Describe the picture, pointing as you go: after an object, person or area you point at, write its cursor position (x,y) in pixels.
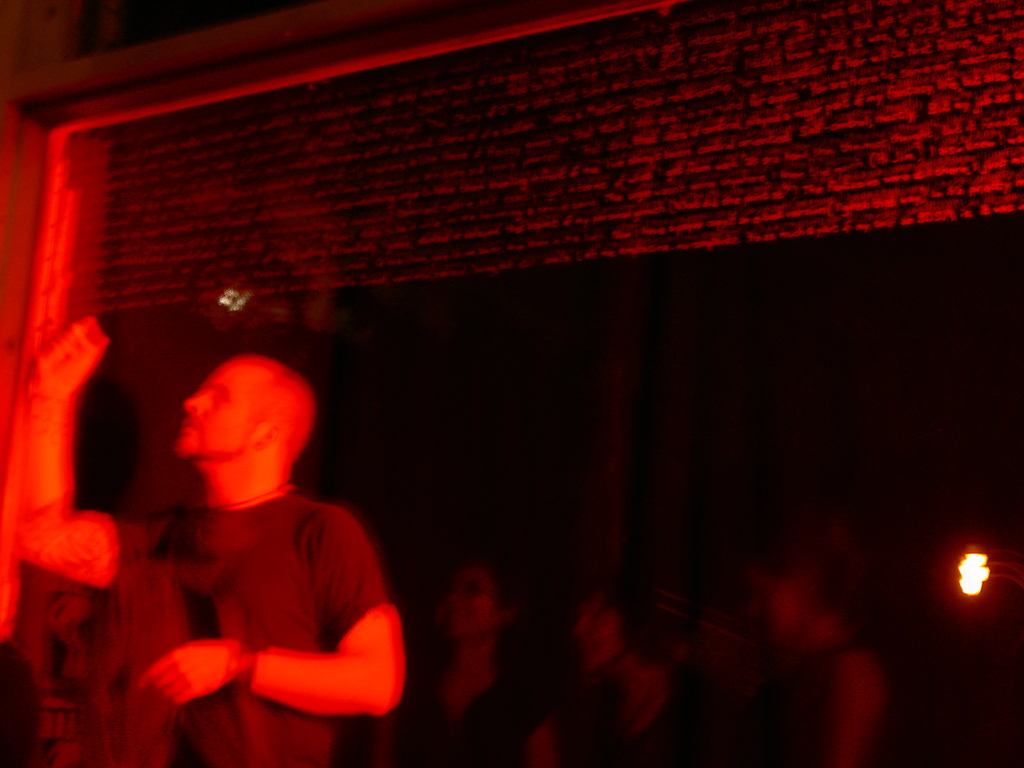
This picture is clicked inside. On the left (139,547) there is a person (178,523) standing. In the background (797,707) we can see the group of persons (796,628) and a light (966,564). At the top (274,159) there are some objects (196,77).
